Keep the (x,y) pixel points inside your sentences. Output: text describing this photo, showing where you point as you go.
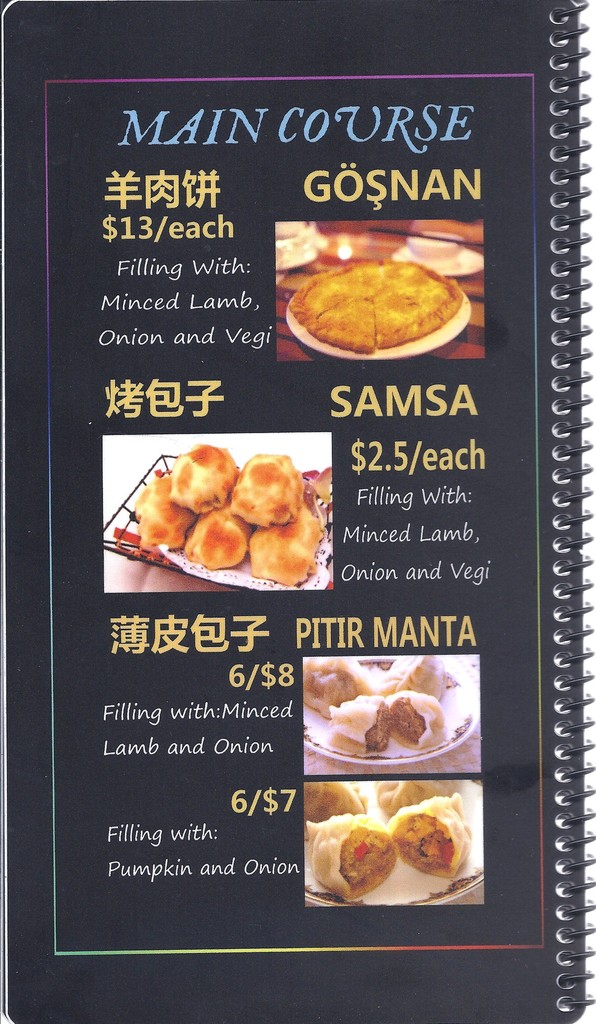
We can see book (392,489), on this book (505,583) we can see images (294,561) and text (212,188).
